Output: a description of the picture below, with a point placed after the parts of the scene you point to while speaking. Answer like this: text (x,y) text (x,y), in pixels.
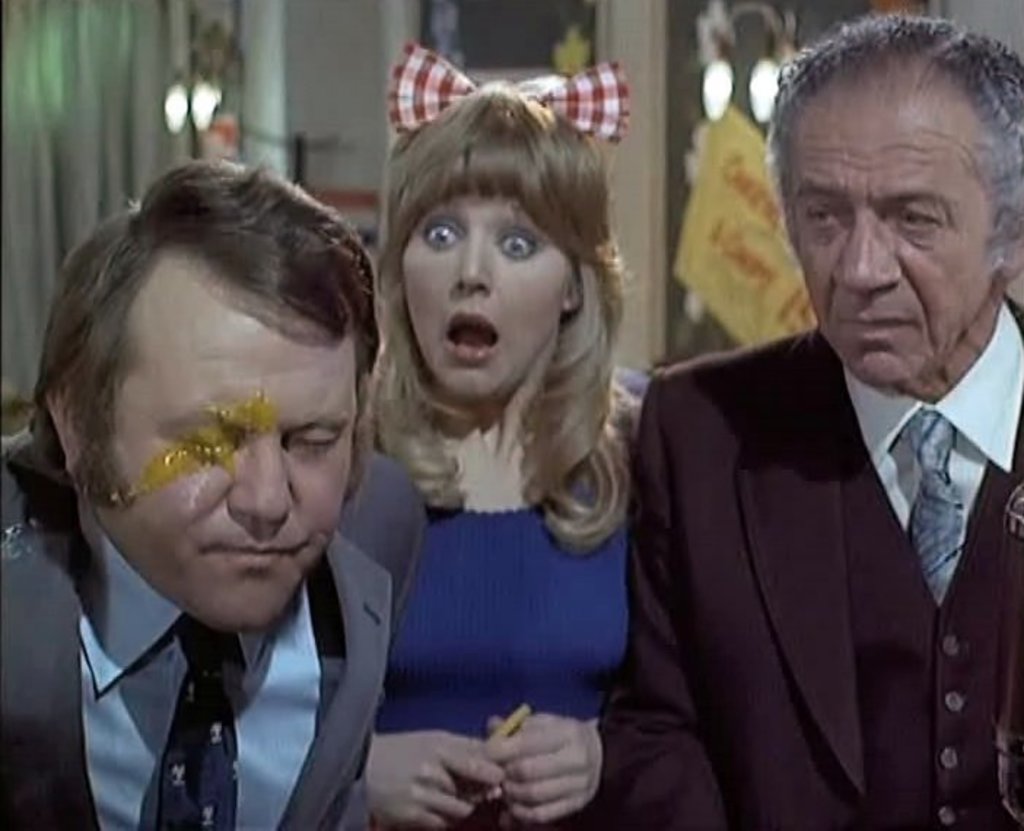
In this image I can see three people (455,621) with different color dresses (527,537). In the background (63,206) I can see the curtain (52,195), wall (626,57) and the background (653,184) is blurry.
